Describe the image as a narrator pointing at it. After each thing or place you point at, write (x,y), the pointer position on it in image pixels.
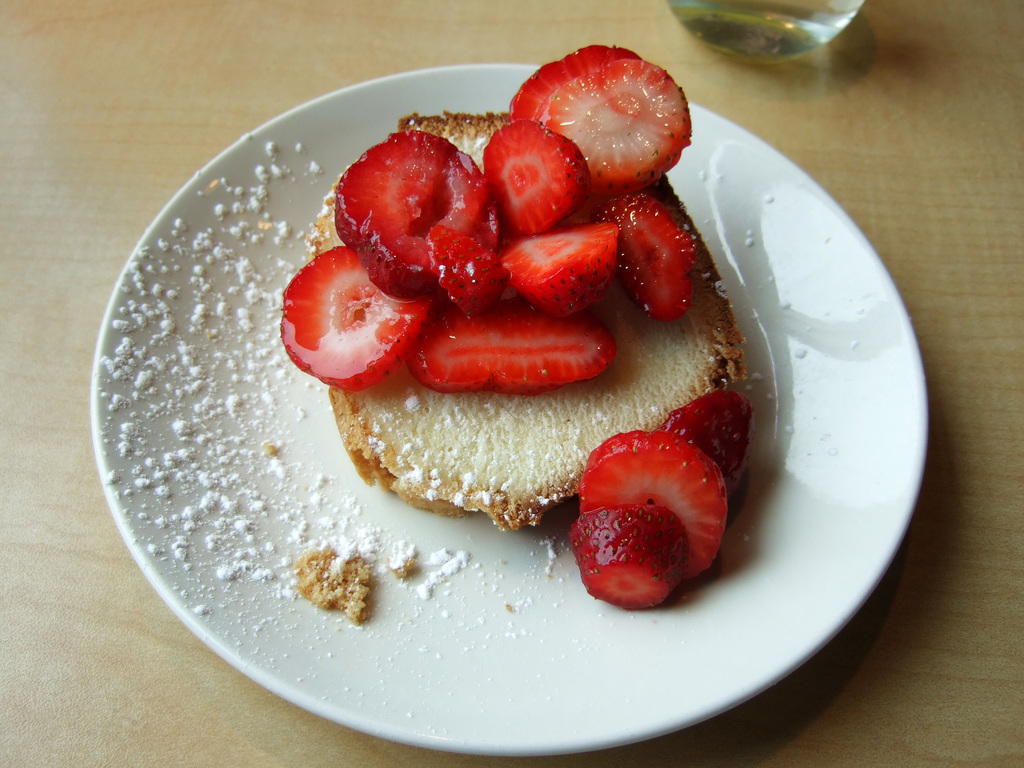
In this image I can see strawberry (526,332) and bread piece (598,387) on the white color plate (720,563). The plate (855,375) is on the brown color table (982,527).
